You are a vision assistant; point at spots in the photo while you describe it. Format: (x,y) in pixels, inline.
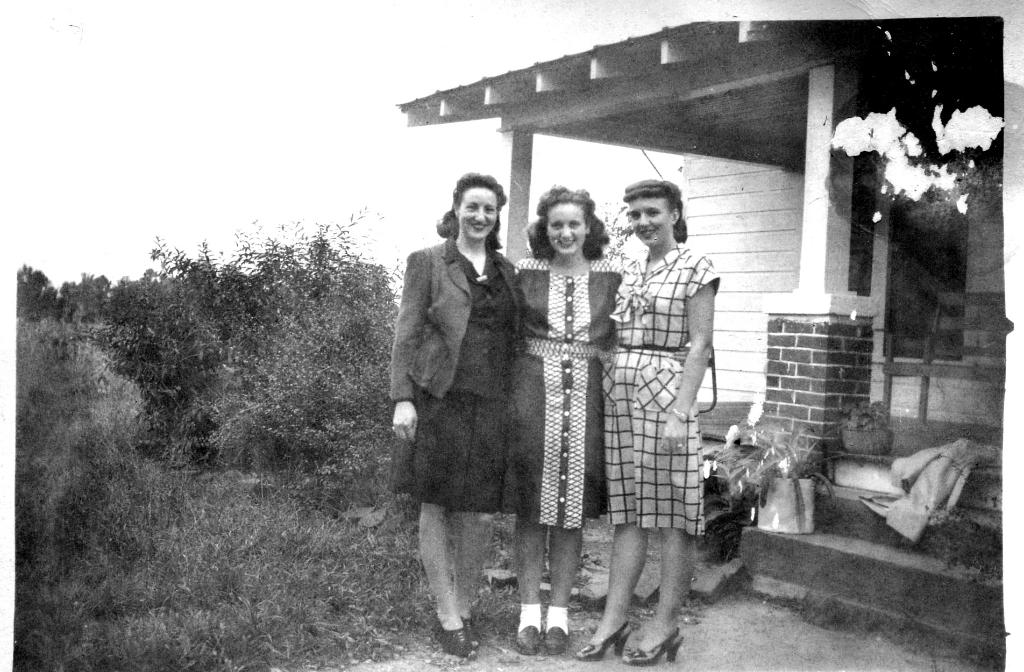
This is a black and white image where we can see there are three ladies (424,265) posing for a picture, on the left side of the image (216,649) there are plants (234,640) and bushes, on the right side of the image (937,66) there is a house (934,590) which contains a chair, some flower pots (803,481) and a few other objects (893,521).
